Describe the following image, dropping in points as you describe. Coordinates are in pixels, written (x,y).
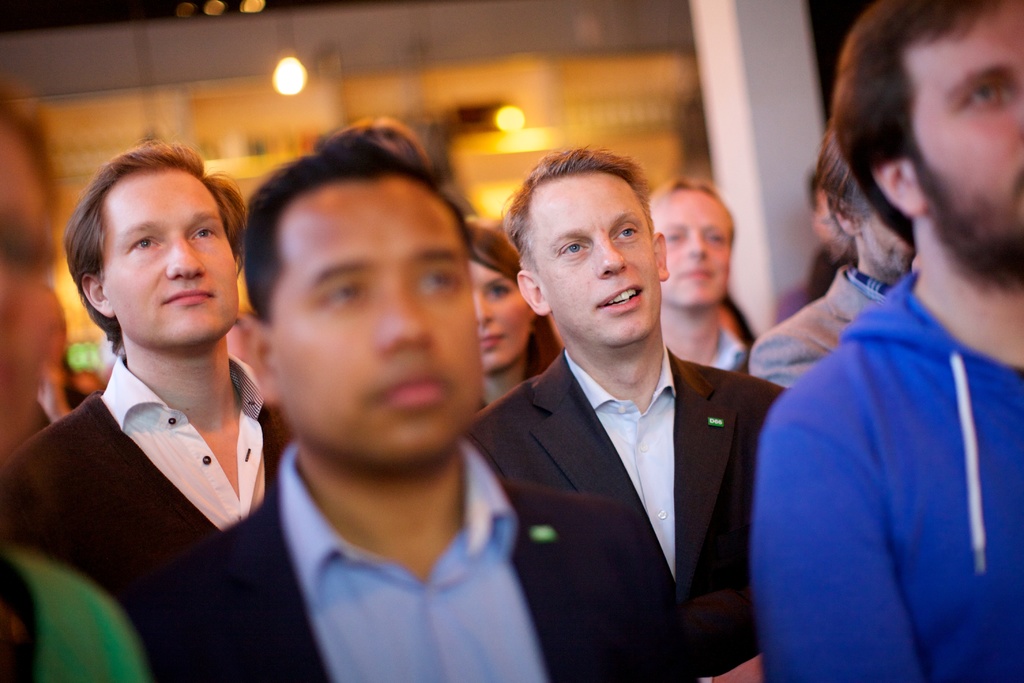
In this picture there is a man (432,540) who is wearing blue shirt (458,591) and blazer (596,582), beside him there is a man (891,483) who is blue hoodie (905,535). Backside of him we can see two person (565,481) who are wearing different dress (668,496). Backside of them there is a woman (491,322) were standing. At the top (718,151) we can see light (520,118) and pillar (739,95).
